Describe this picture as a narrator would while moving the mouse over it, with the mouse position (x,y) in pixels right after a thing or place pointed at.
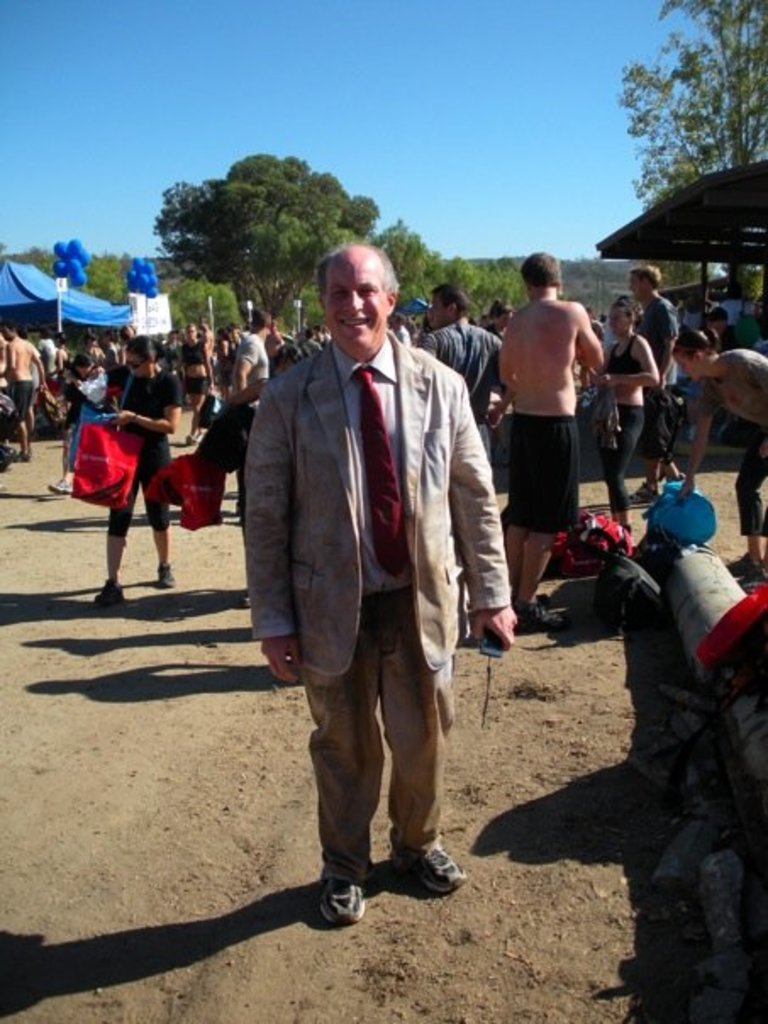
Front this person (334,340) wore a suit (334,346), smiling and holding an object (498,644). Background (104,315) we can see people (109,364), tents (75,291), balloons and trees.
